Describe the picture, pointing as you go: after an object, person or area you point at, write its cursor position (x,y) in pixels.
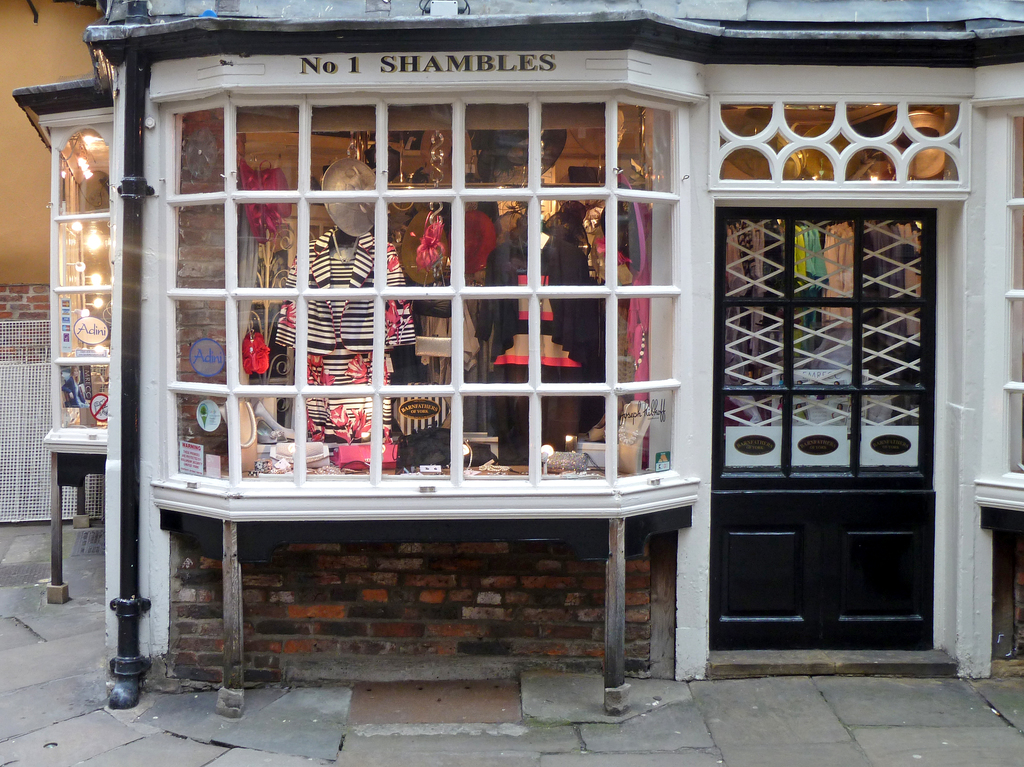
In this picture I can see a shop (464,337), there are lights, clothes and some other objects (740,459) in the shop (651,316), and there is a door (732,318).
